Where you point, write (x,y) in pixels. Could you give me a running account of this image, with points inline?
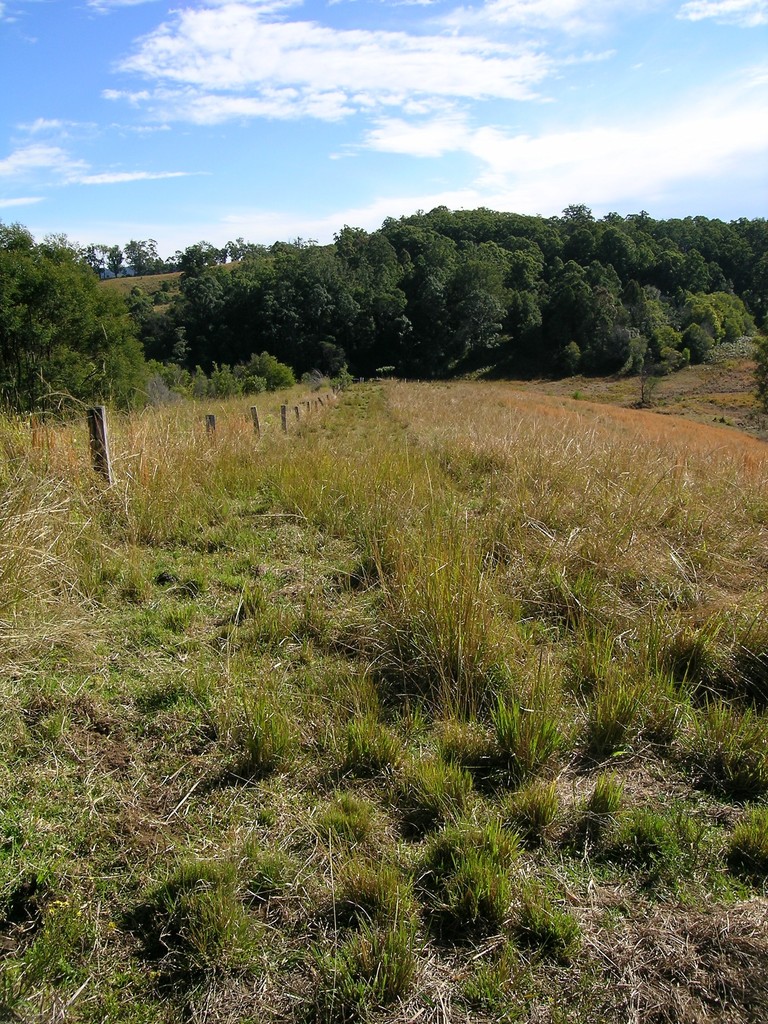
In this picture we can see grass (308,427), trees (159,329), wooden sticks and in the background (395,58) we can see sky (502,97) with clouds (387,79).
